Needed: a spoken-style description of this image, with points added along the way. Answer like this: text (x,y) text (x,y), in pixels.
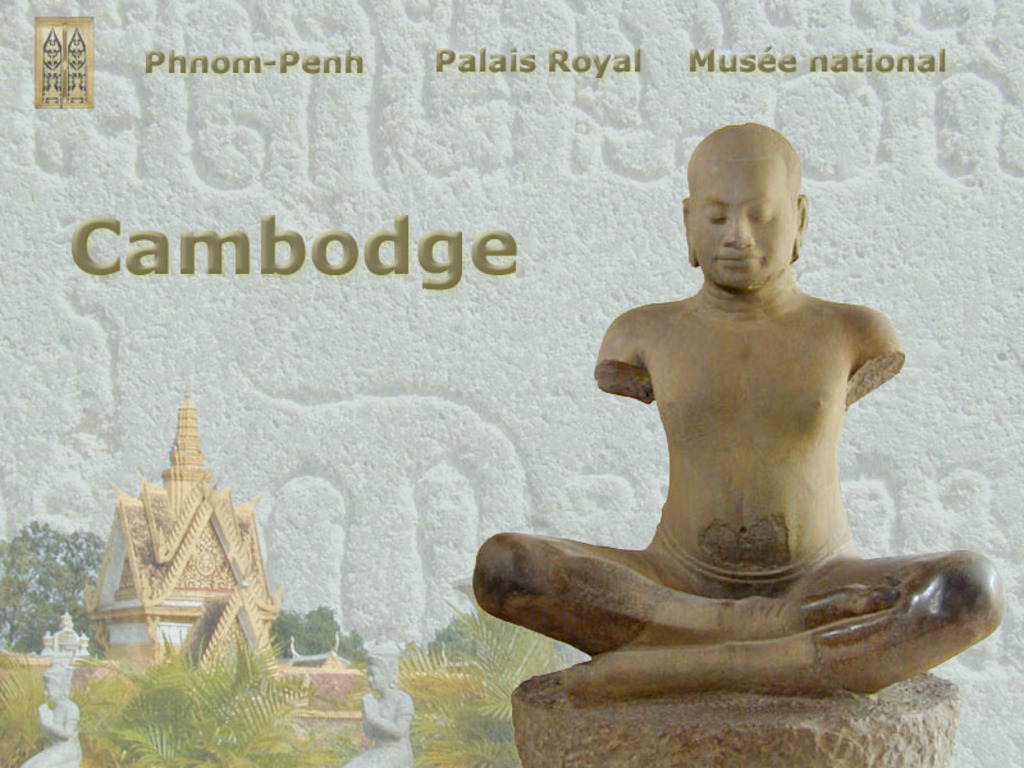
In this image I can see the statue (587,592) which is in brown color. To the side there are few more statues (58,688) and the plants (131,683). I can also see the building (145,612) and trees (2,638) in the back (150,631). And there is a name cambodge (272,248) is written on the wall (299,355).
